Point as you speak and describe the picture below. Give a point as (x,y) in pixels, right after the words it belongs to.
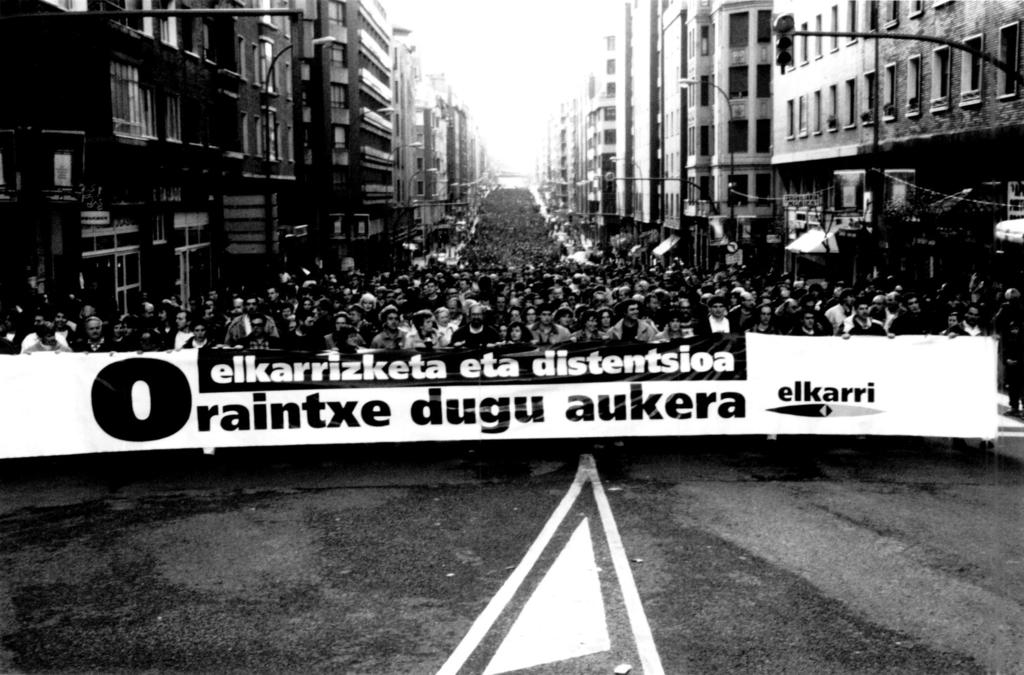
The picture is clicked on a street (253,490). In the foreground (391,431) we can see a banner (472,377). In the middle of the picture (444,313) we can see lot of people (500,271) on the road (512,186). On the left (321,212) there are buildings (290,175), street lights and other objects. On the right (833,144) there are building (758,164), street lights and other objects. In the center of the background (516,94) we can see sky (490,98). At the bottom (479,578) it is road (435,614).
